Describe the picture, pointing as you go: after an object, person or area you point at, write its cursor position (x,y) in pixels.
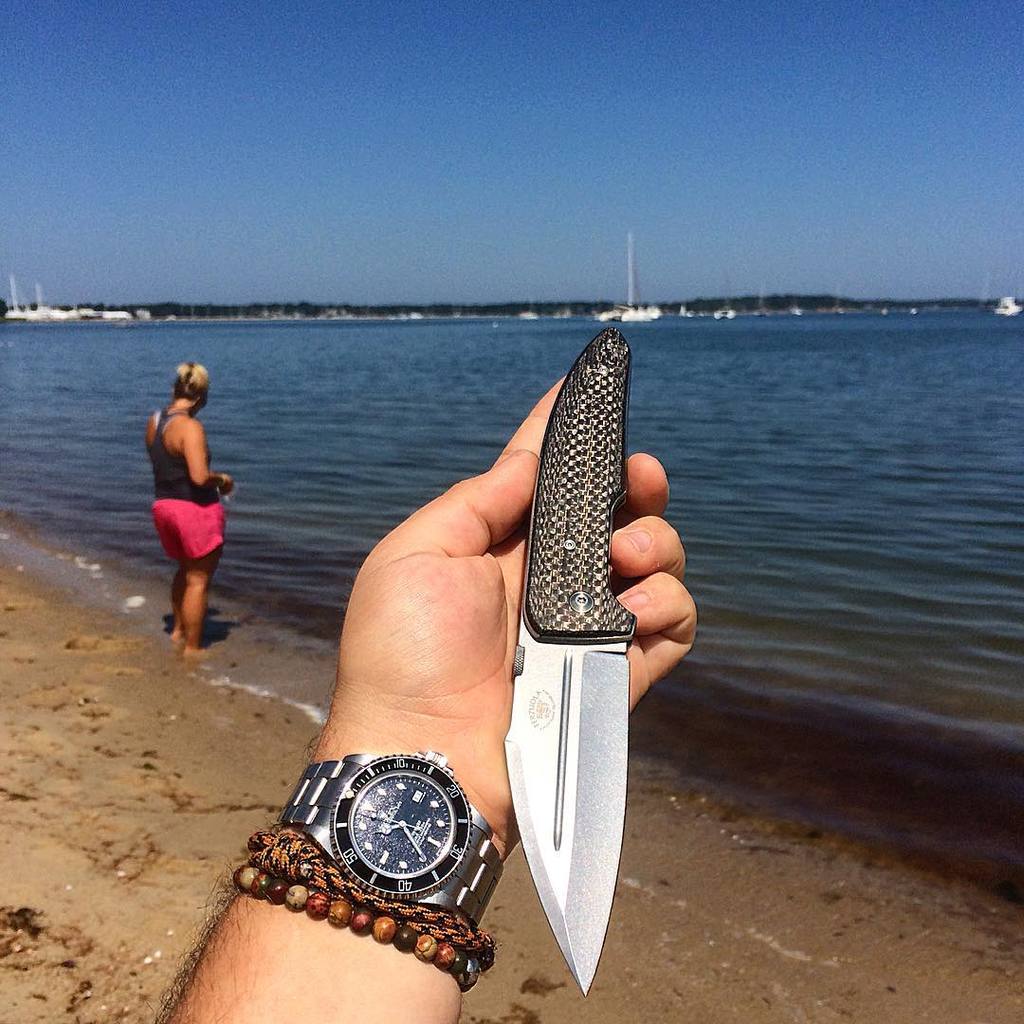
In the picture we can see person hand (256,989) holding a knife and to the hand (447,750) we can see a wrist watch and some bands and in the background (68,666), we can see a woman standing on the sand (124,888) near the water (356,407) and far from here we can see some boats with poles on it and behind it we can see trees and sky (595,214).
